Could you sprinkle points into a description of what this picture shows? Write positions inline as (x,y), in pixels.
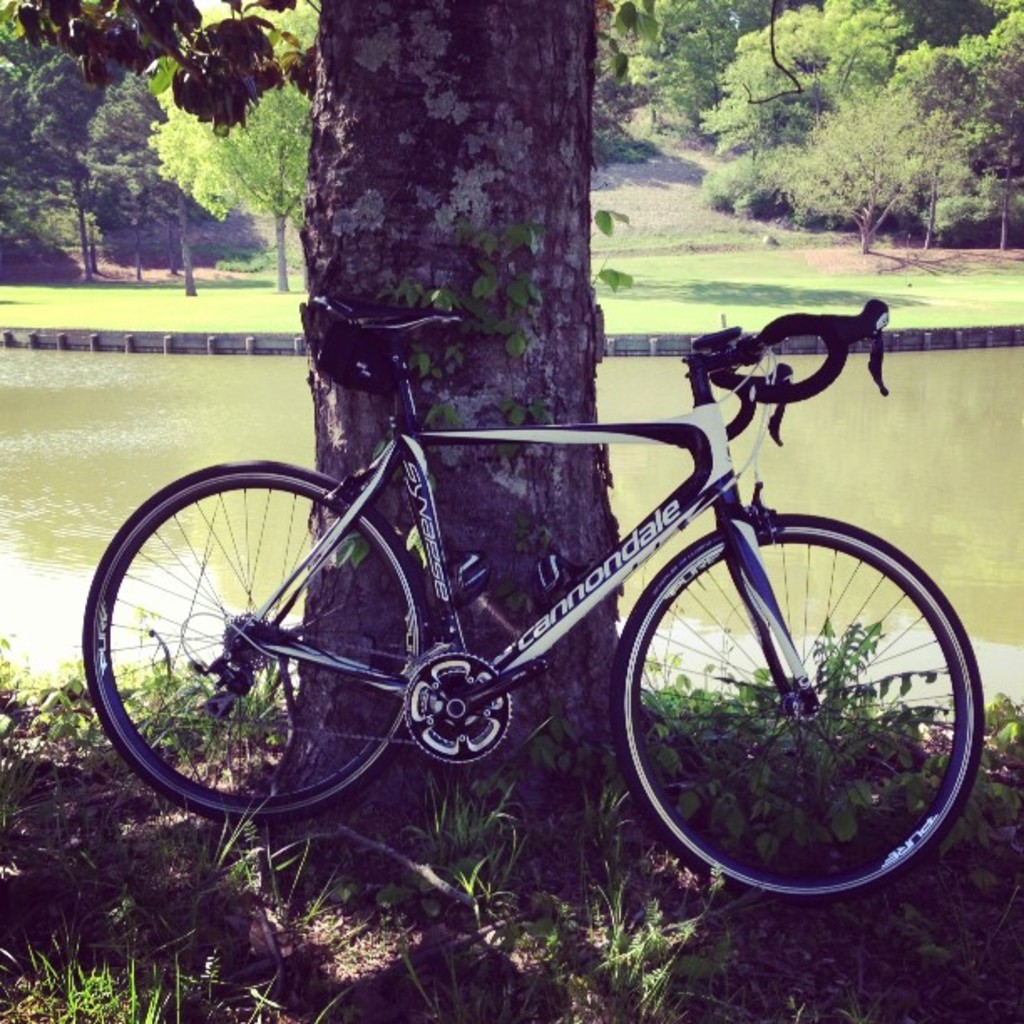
In the center of the image (457,438) we can see a bicycle (641,778) on the grass (512,837). In the background (93,204) we can see the trees (370,169), lake (106,417) and also ground (735,285).
